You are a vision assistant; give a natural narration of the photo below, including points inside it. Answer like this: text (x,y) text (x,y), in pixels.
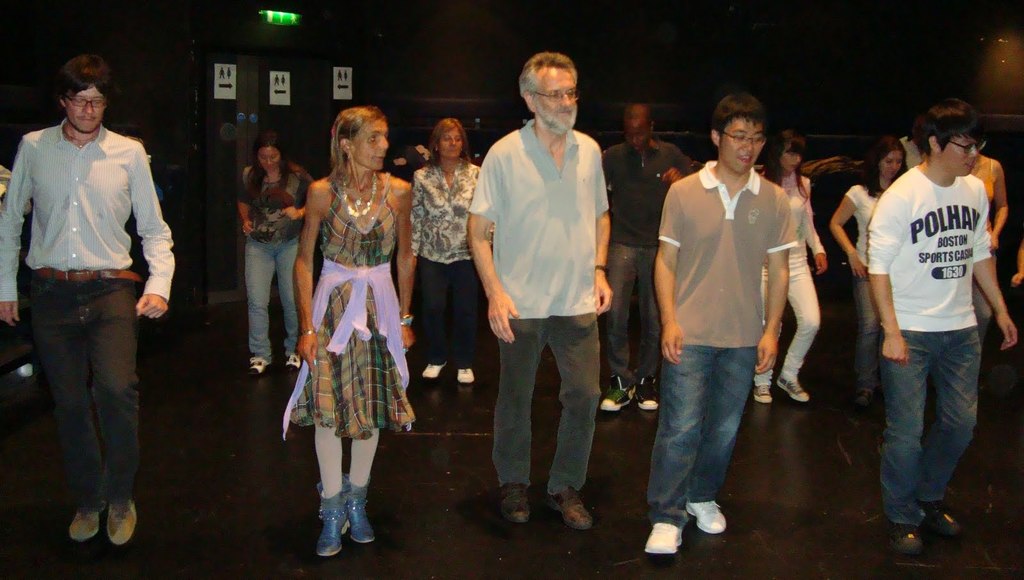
In this picture there are people (955,279) on the floor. In the background of the image (439,101) it is dark and we can see boards (226,93).
